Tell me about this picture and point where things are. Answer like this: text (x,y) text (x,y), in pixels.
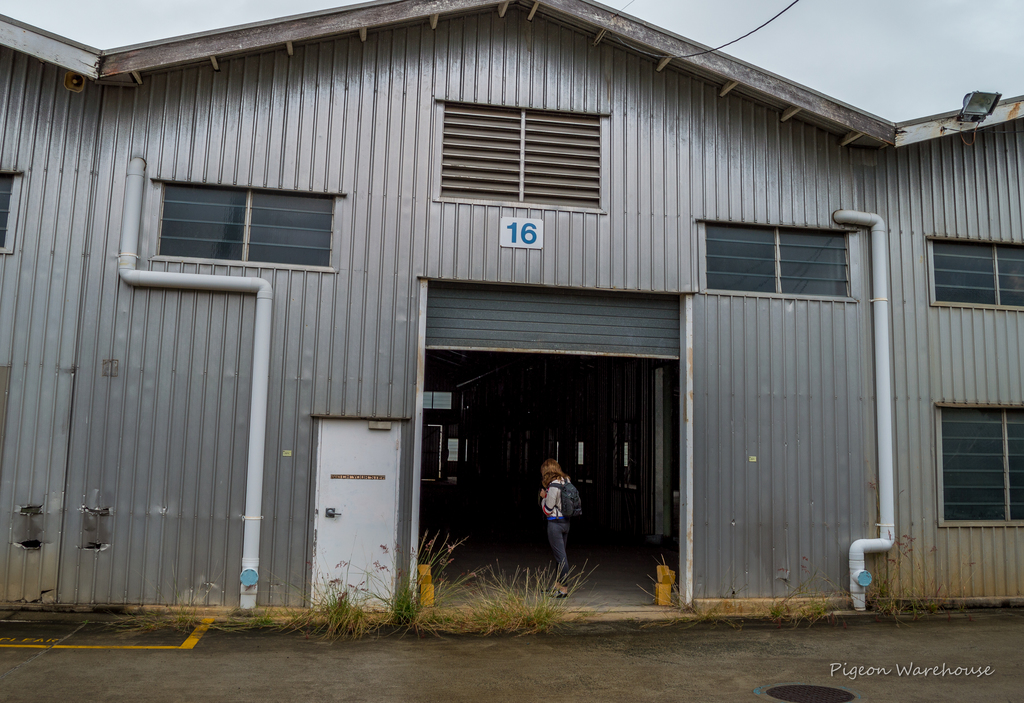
In this picture, we can see a person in the shed (807,194), we can see some text label (517,228), lights (983,119), windows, pipes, doors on the shed (635,573) and we can see some grass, plants (505,585) and the sky (948,31), ground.
